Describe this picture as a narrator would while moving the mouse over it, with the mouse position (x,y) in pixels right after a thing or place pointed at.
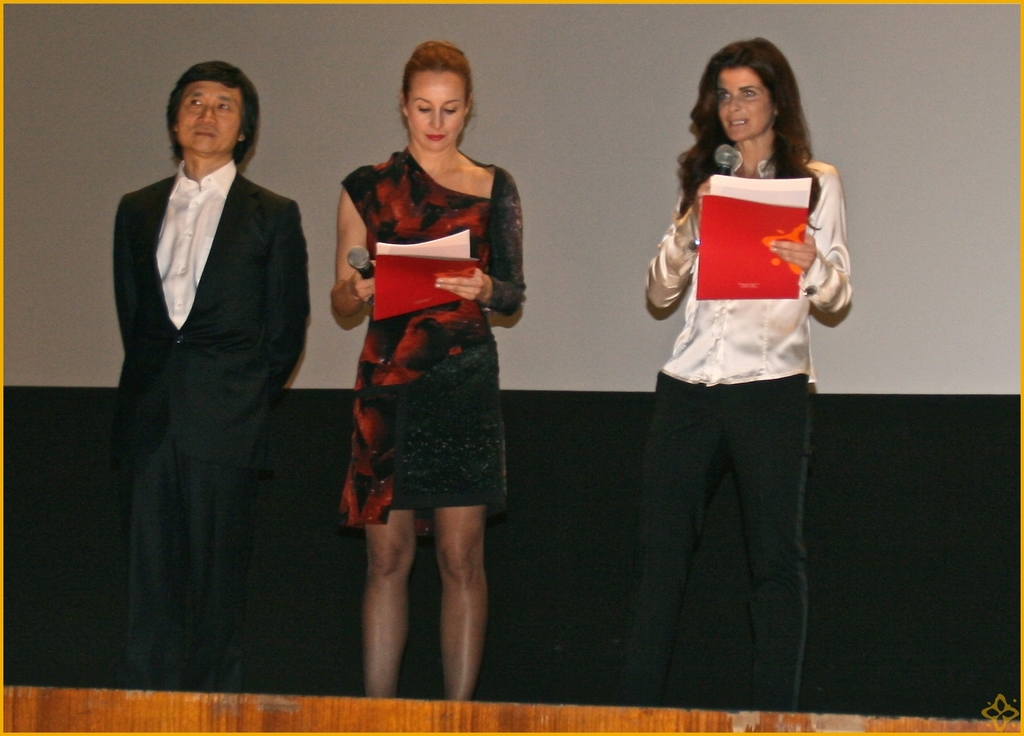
In this image there are two women (389,557) and a man (148,593) standing on a stage (554,704), two women (448,469) are holding mikes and papers (755,259) in their hands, in the background (540,6) there is a wall (905,394).
